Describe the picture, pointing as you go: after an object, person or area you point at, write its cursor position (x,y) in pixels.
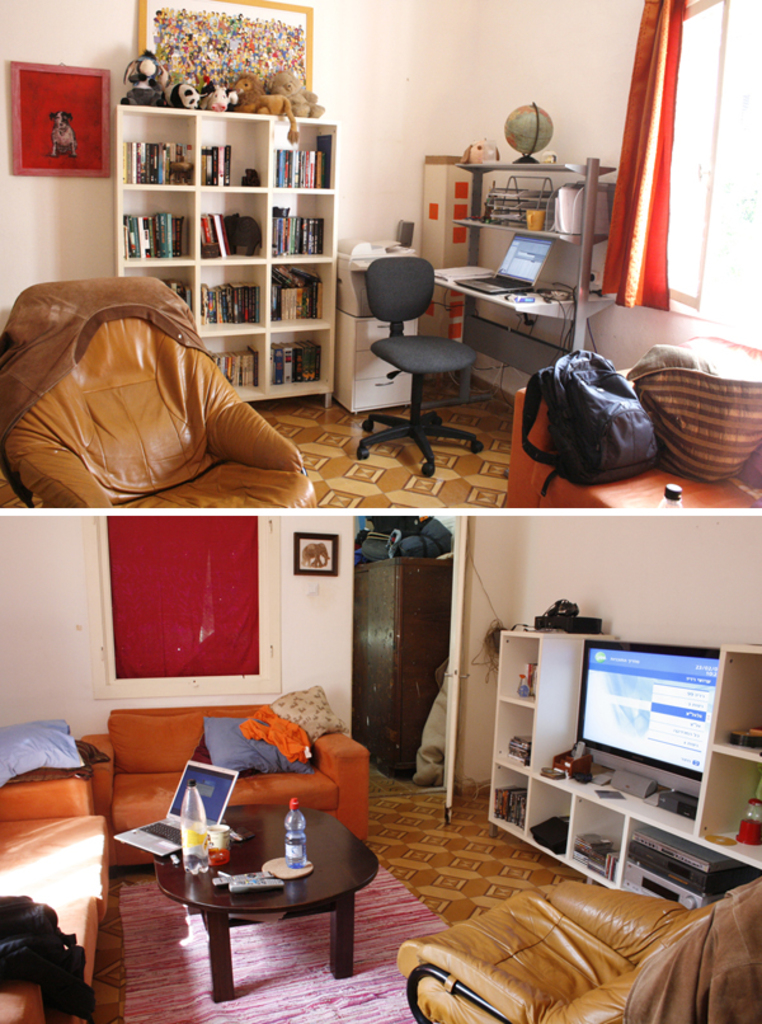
A picture is taken inside the room (677,459). In this image we can see on right side (676,735) a television (674,730), bag (646,421), laptop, window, curtain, wall (660,549) which is in white color. In middle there is a shelf (257,201) on shelf (197,149) we can see some books (287,163) and toys (264,100), on left side (58,136) there is a photo frame (61,129), couch (92,476) at bottom (189,972) there is a mat (266,965).
